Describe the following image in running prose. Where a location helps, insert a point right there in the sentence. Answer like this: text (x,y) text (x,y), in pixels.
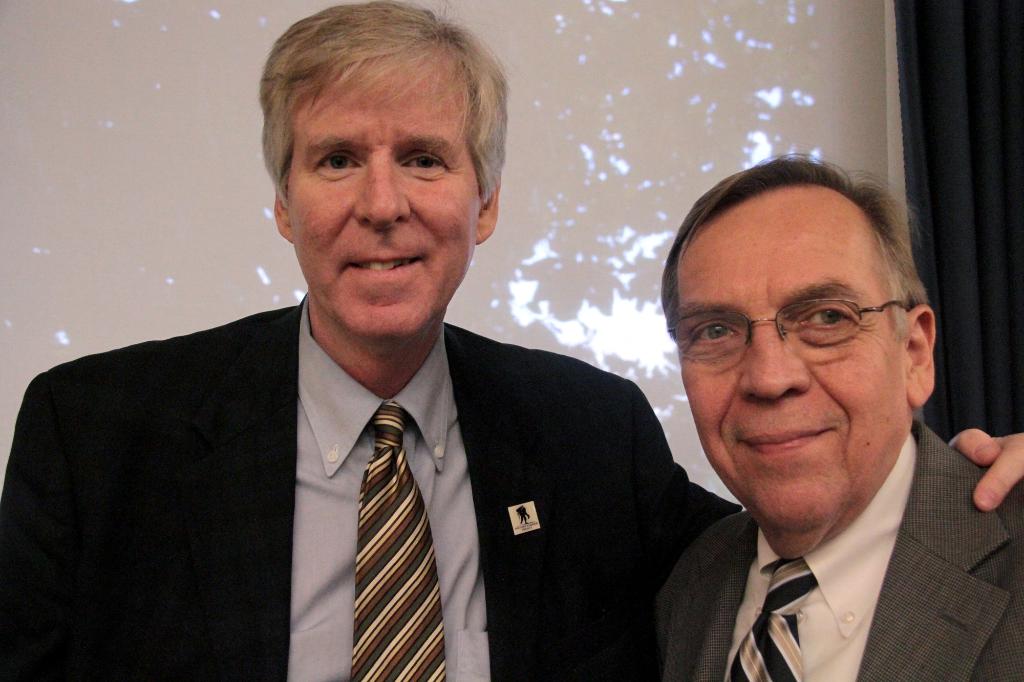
In this image I can see two men (604,482) wearing suits (604,476), smiling and giving pose to the picture. In the background (904,62), I can see the curtains (953,133) which are in blue and white colors.
